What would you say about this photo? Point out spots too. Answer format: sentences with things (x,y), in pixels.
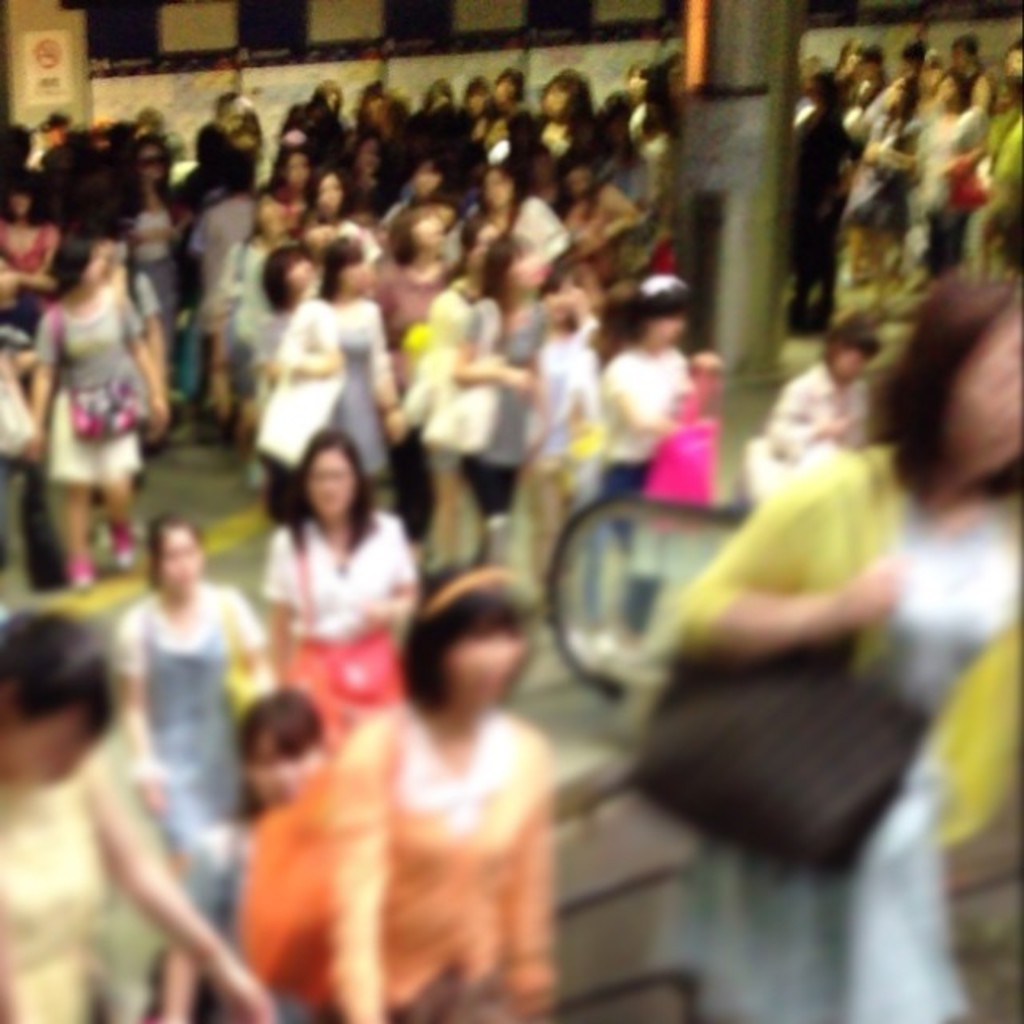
In the image there are many women (376,337) standing and walking all over the land (179,503), on the right side (731,523) it seems to be an escalator (634,819).
